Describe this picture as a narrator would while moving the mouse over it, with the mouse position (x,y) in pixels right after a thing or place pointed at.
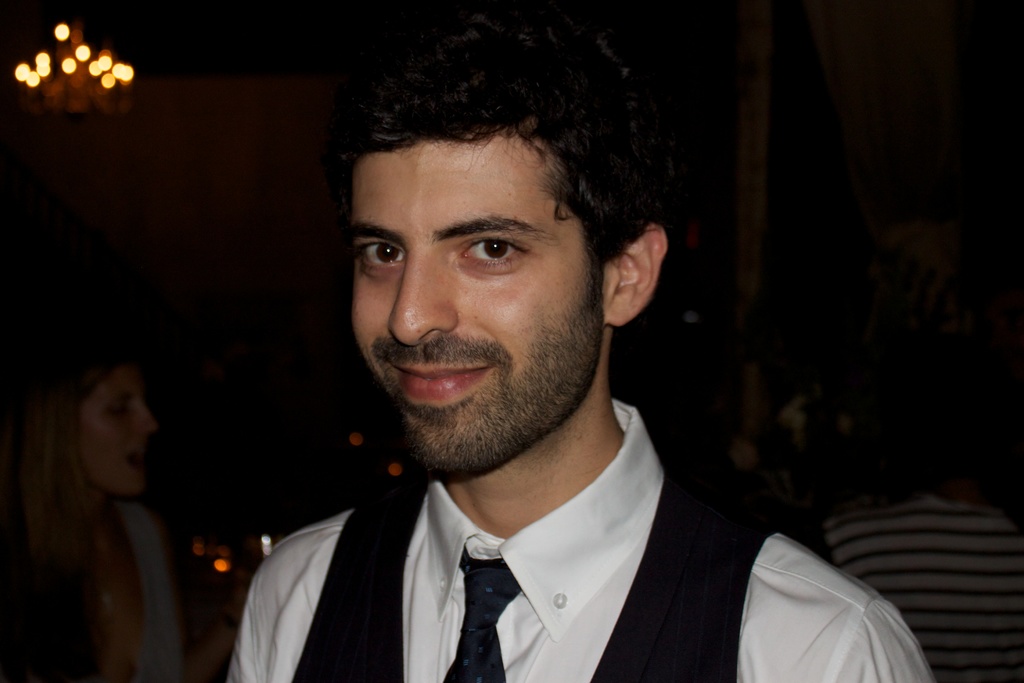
This is the man (574,499) standing and smiling. I can see a woman (123,407) and a person (951,513) standing. This looks like a light (71,96). I think this is a pole (750,222).
